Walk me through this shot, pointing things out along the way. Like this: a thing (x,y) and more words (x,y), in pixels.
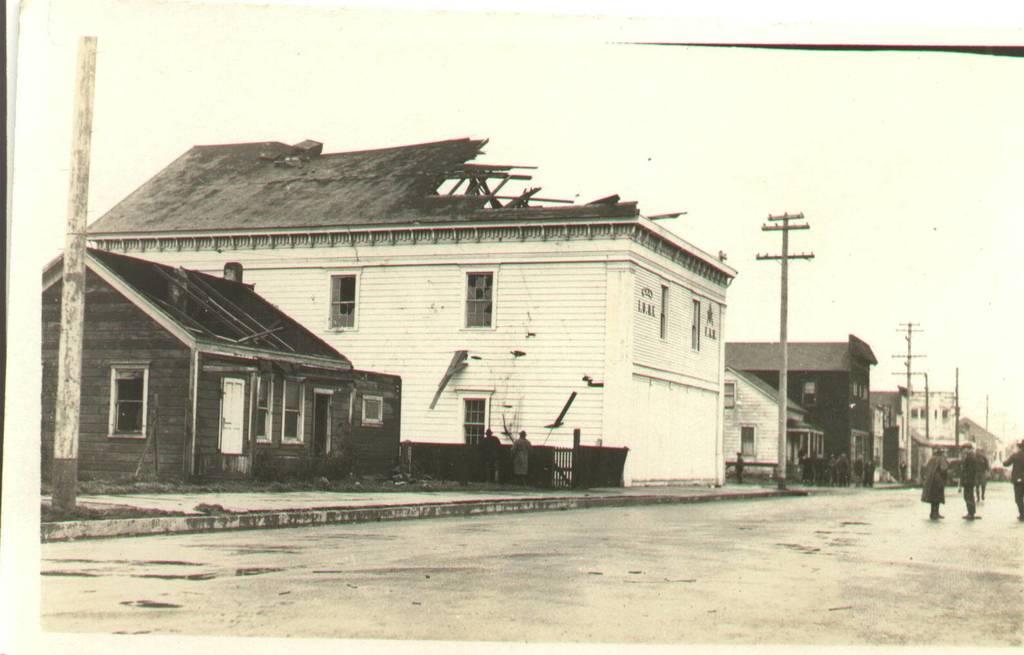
In this image we can see a black and white photo. In this image we can see some buildings (741,374), poles (781,411), people (974,449) and other objects (587,382). At the bottom of the image (673,561) there is the road (863,541). At the top of the image (591,111) there is the sky (691,193).
